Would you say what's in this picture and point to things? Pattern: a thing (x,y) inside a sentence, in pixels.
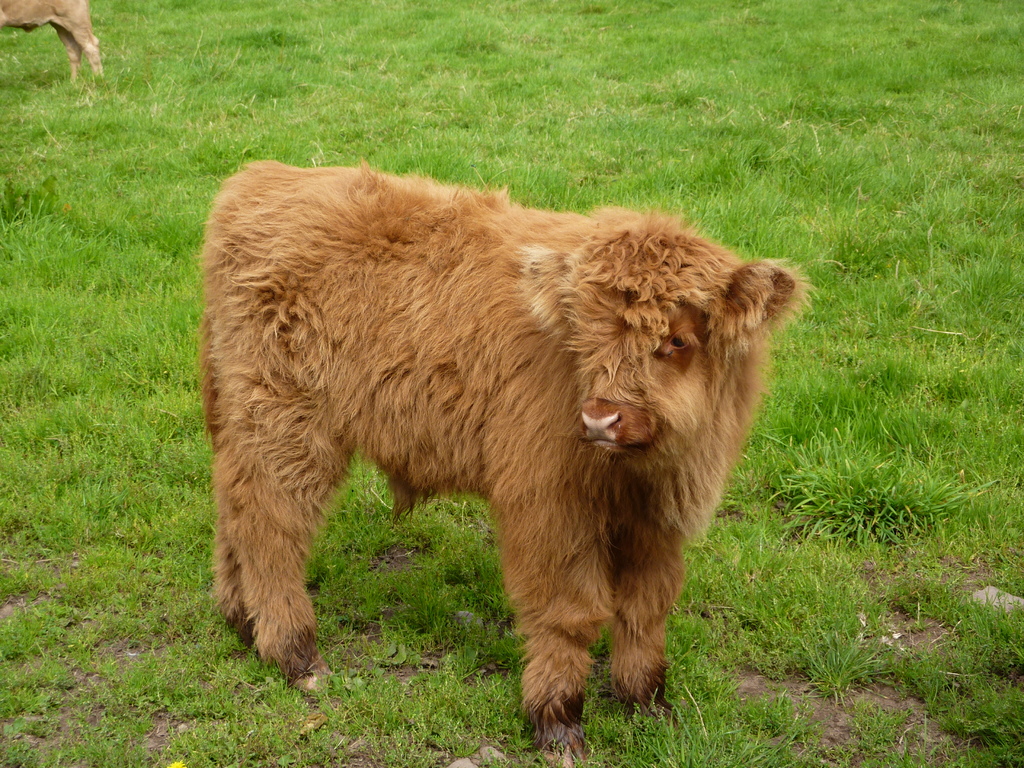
In this image we can see two animals (252,306) standing on the ground (105,17).
